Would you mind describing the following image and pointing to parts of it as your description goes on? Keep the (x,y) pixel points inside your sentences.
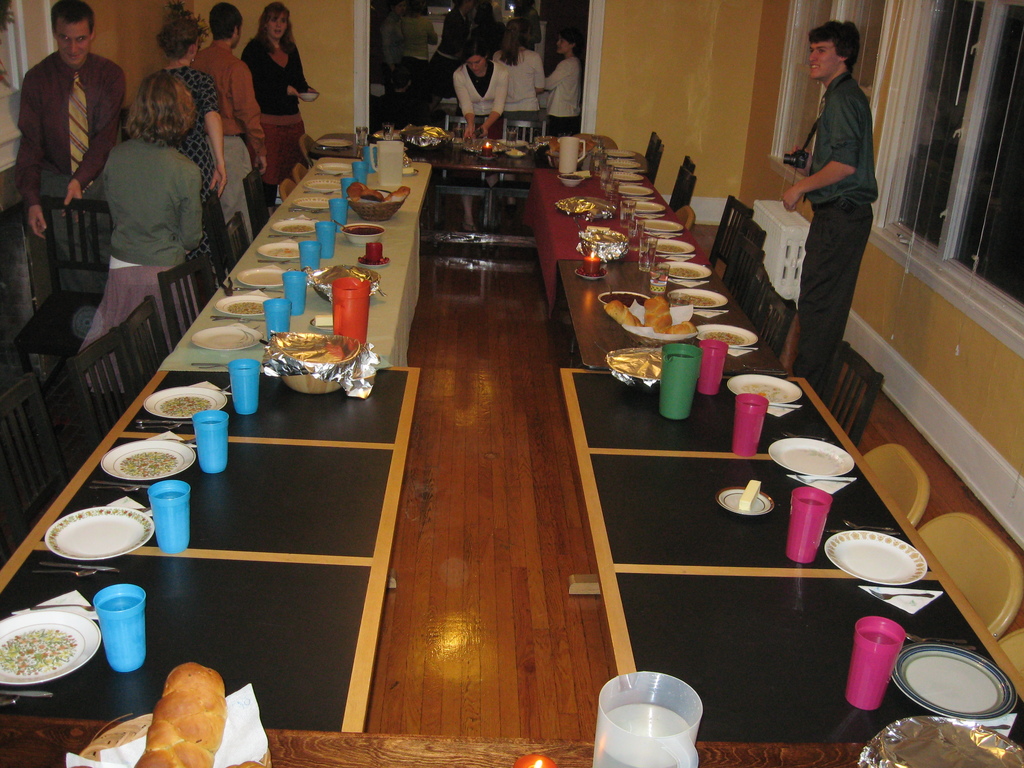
There is a table (379,594) on the middle of an image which consists of plates (141,472), glasses (126,643), food (197,682), chairs (113,405). Here If you look at this there is a doorway (406,85). Left side (276,118) there are some people (244,148). Right side (938,158) there is a camera man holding the camera (806,163) and there are windows (925,158).
